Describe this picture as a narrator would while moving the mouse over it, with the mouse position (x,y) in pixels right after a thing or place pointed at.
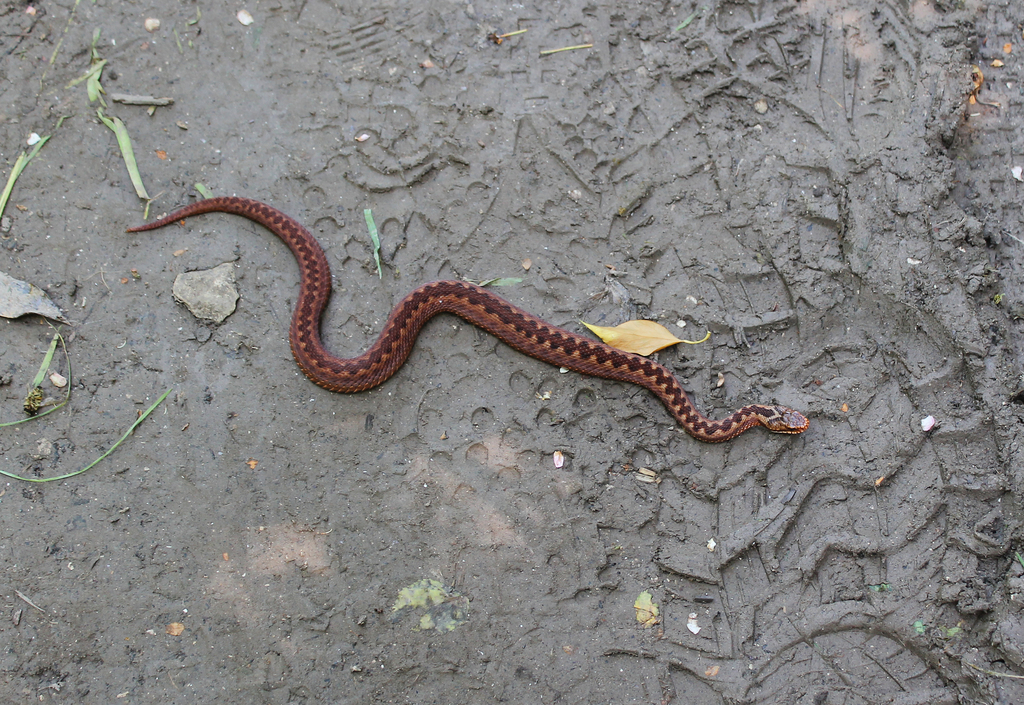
In this image I can see the snake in brown color. It is on the grey color surface (130,219).
